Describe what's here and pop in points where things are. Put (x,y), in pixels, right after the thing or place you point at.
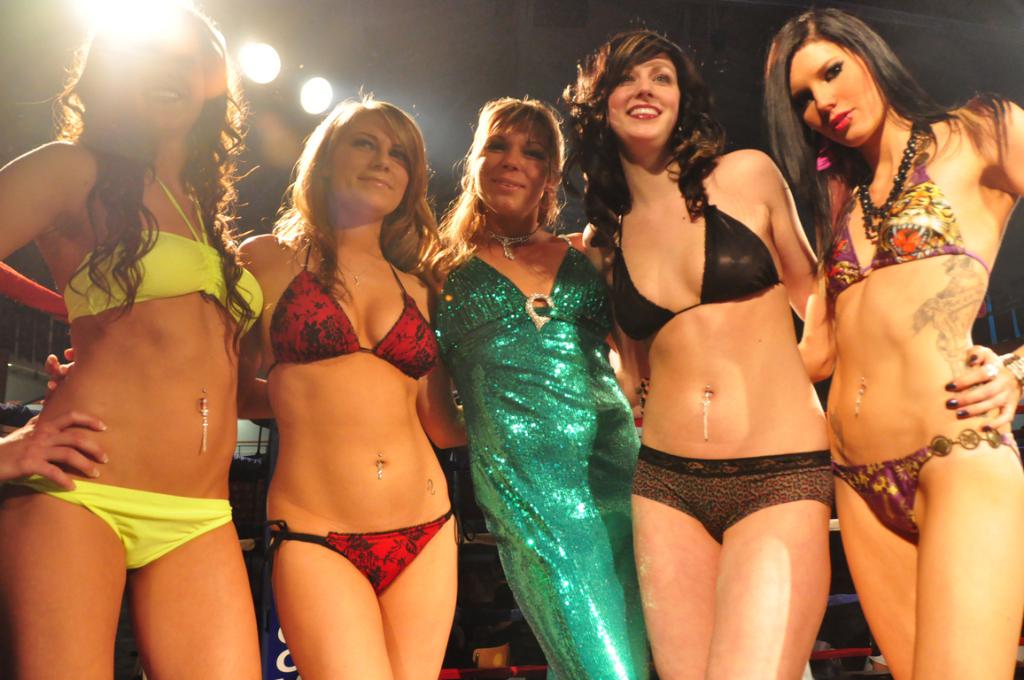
In this image we can see there are few girls (580,386) standing and smiling and the background (958,35) is dark.
